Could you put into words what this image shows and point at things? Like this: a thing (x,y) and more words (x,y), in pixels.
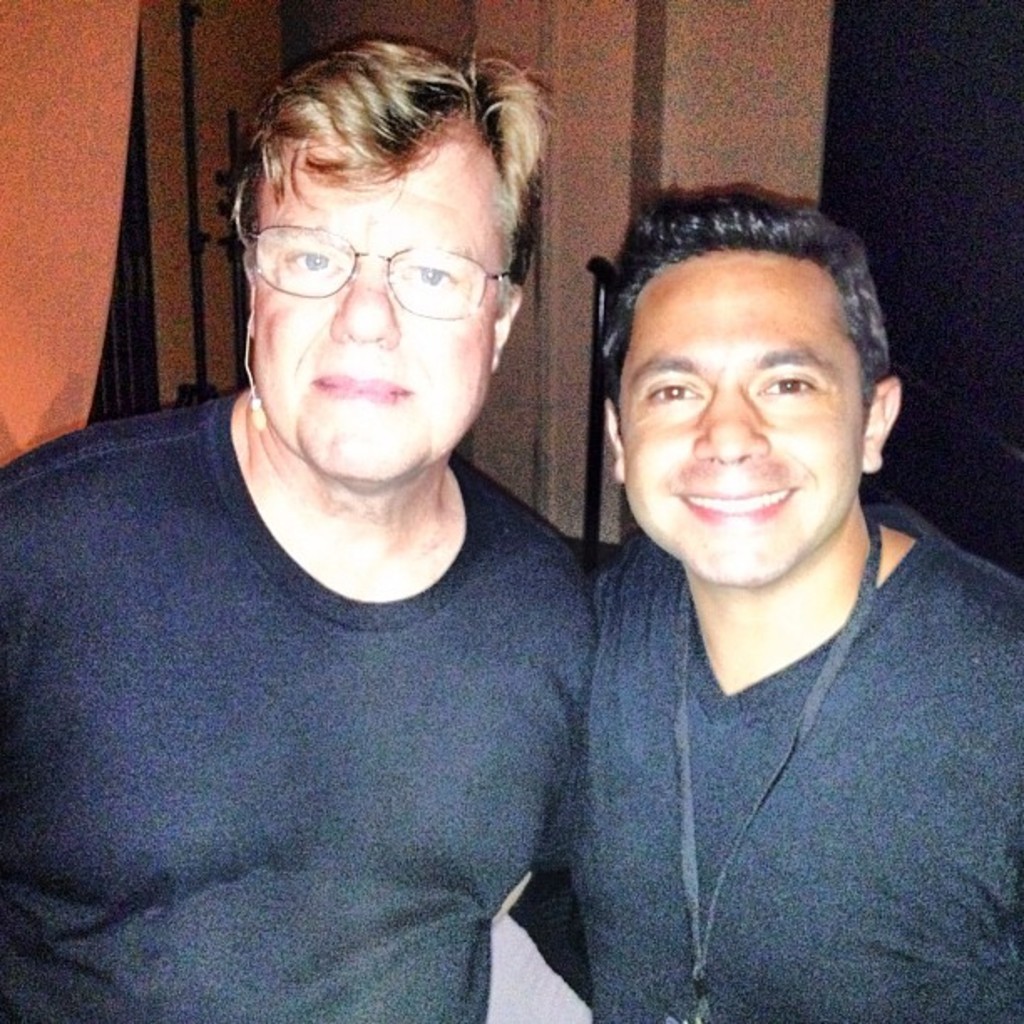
In this image there are two men (432,703). The man (640,661) to the right (751,690) is wearing a tag (684,778) around his neck (765,640). Behind them there is a wall (607,52). In the top left (34,161) there is a cloth (66,272).
